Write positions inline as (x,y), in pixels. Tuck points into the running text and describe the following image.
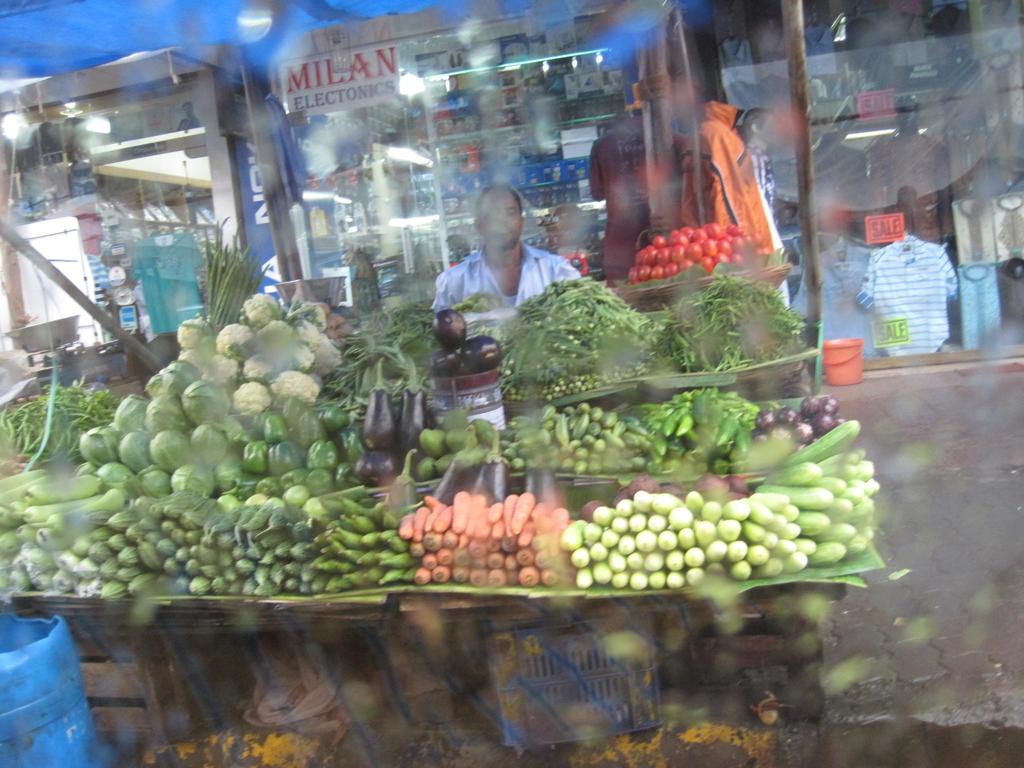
In this picture we can see a basket (549,726) on the ground (416,735), vegetables (125,551) such as carrots (421,529), cauliflower (313,349), tomatoes (703,236) and a man (472,261), weighing machine (49,363), poster (356,107) and in the background (666,232) we can see clothes (751,199), mannequins (694,192) and some objects (358,222).
